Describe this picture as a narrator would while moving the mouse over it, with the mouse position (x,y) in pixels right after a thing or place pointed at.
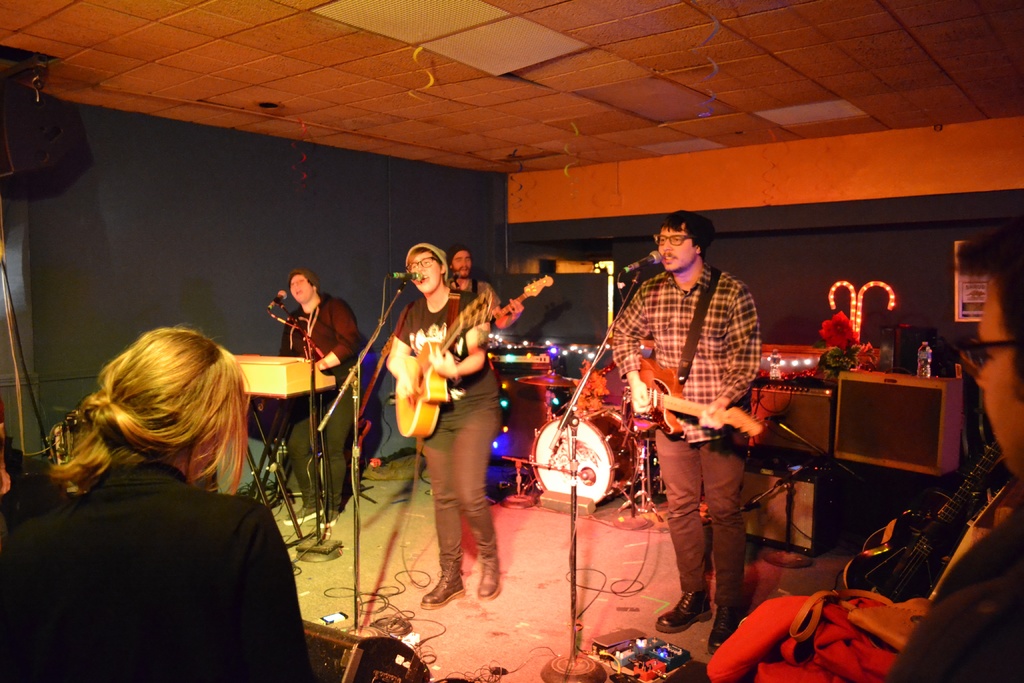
There are four people (469,334) standing and singing a song. Three people (456,301) are playing guitars (677,377) and one person (349,367) is playing piano (294,367). This is the mike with the mike stand (357,395). Here is the woman (228,566) standing. I can see drums (536,447) here. This looks like a flower vase (861,354) and water bottles (926,368) placed here. These are the electronic devices (883,431). I think this is the speaker (897,435). At the right corner of the image (978,656) I can see the person (987,559) wearing spectacles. These are the wires (416,618) on the floor (484,623).
